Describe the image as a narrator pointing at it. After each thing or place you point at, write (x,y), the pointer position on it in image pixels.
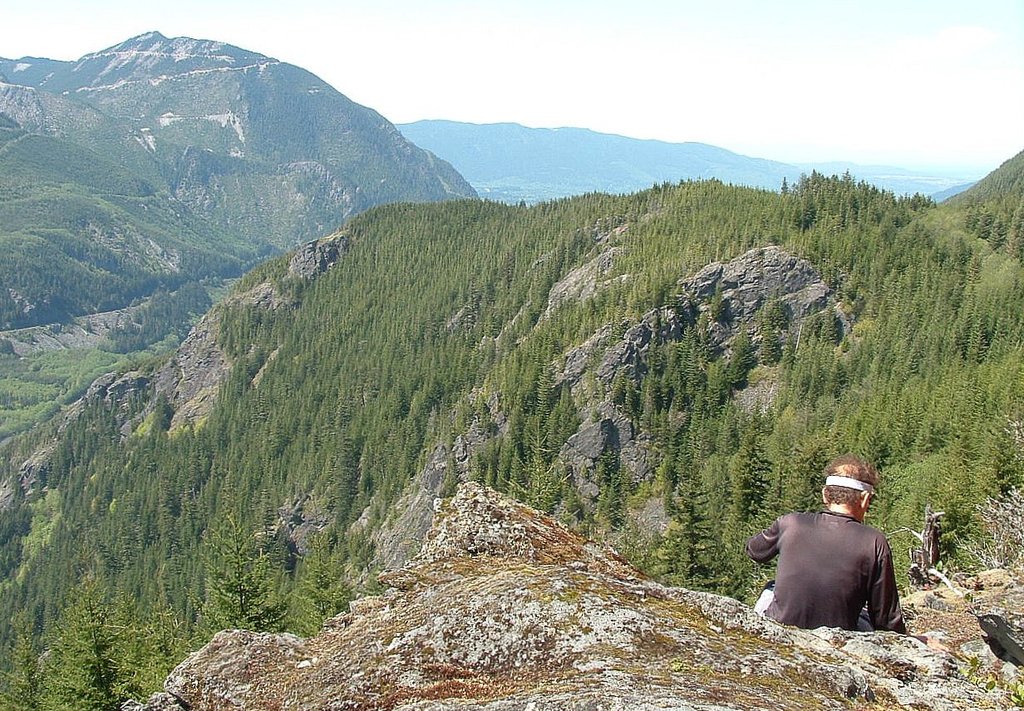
On the right side of the image (835,576) we can see a man (840,593) sitting on the hill (769,644). In the background (437,332) we can see hills (503,151) and sky (452,42).
